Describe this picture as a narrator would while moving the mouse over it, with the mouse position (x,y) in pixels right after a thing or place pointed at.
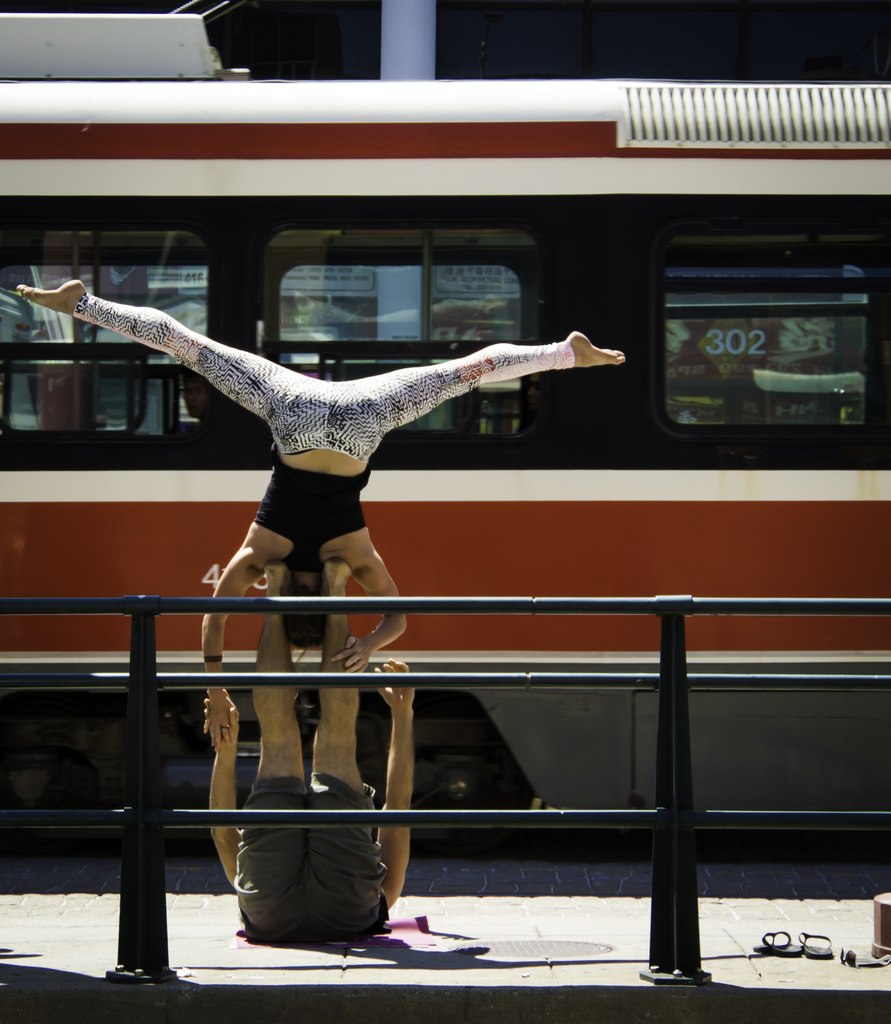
There are people (291,445), it seems like they are performing a stunt and a boundary (507,677) in the foreground area of the image (369,656), it seems like a bus (574,239) in the background (436,283).
